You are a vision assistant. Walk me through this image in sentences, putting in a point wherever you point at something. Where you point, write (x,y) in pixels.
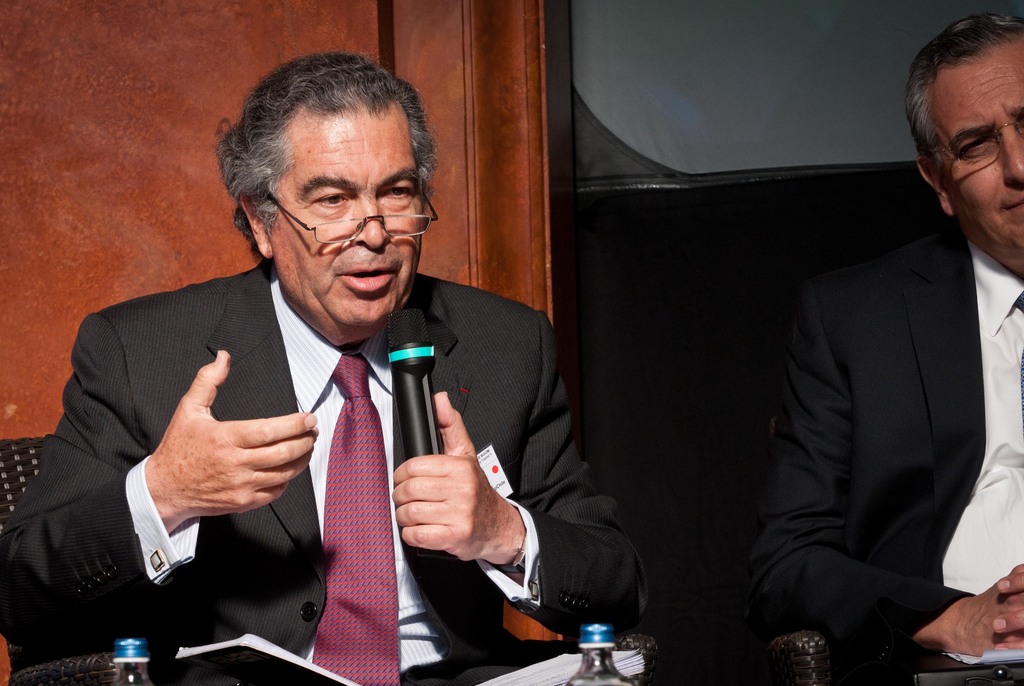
In this there are 2 men (905,473) sitting on a chair (812,632). The man (811,624) at the right side (945,414) is wearing a black colour suit (944,427) and a white colour shirt (1016,366) and having a smile on his face (1006,165) at the left side (327,460) the man (253,461) is holding a mic (415,354) and is speaking as his mouth (362,283) is open. In the front (140,672) there are two bottles (598,655) with a blue colour cap (129,655). In the background (156,138) there is a wall (199,157) and black colour sheet (716,234).
